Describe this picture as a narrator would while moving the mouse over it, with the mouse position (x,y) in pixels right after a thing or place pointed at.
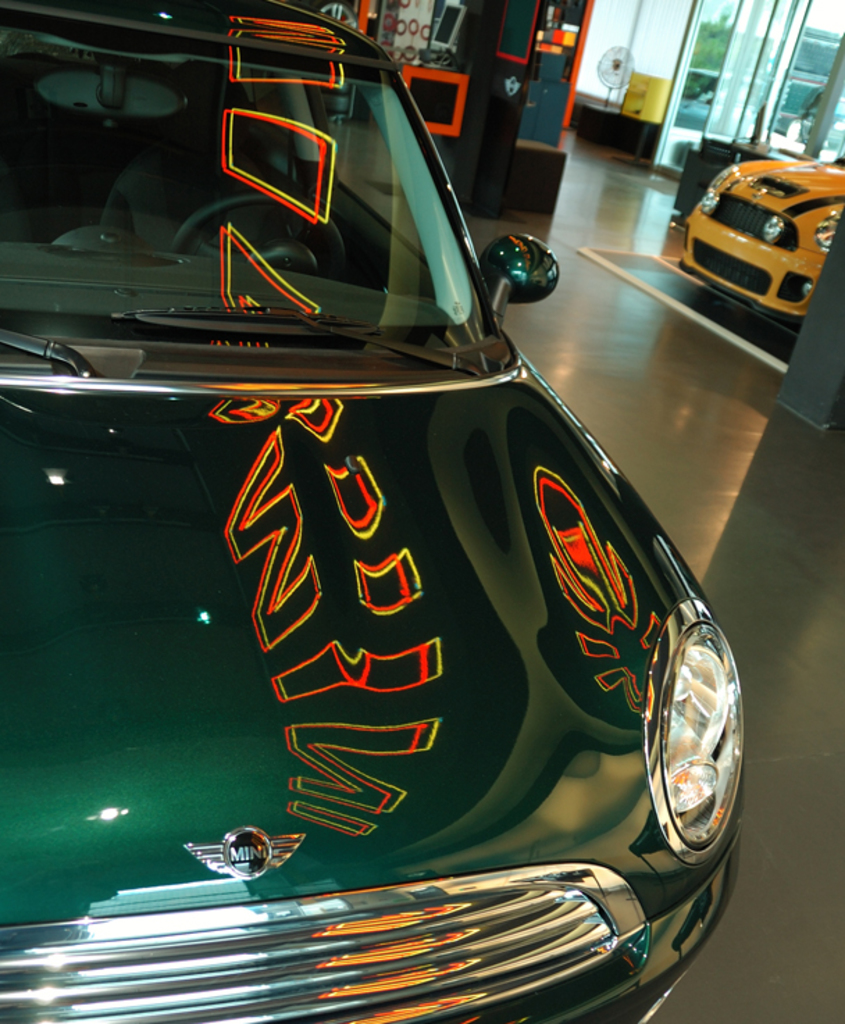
In this picture we can see few cars (428,395), in the background (649,112) we can find few glasses (711,56) and other things (520,43).
